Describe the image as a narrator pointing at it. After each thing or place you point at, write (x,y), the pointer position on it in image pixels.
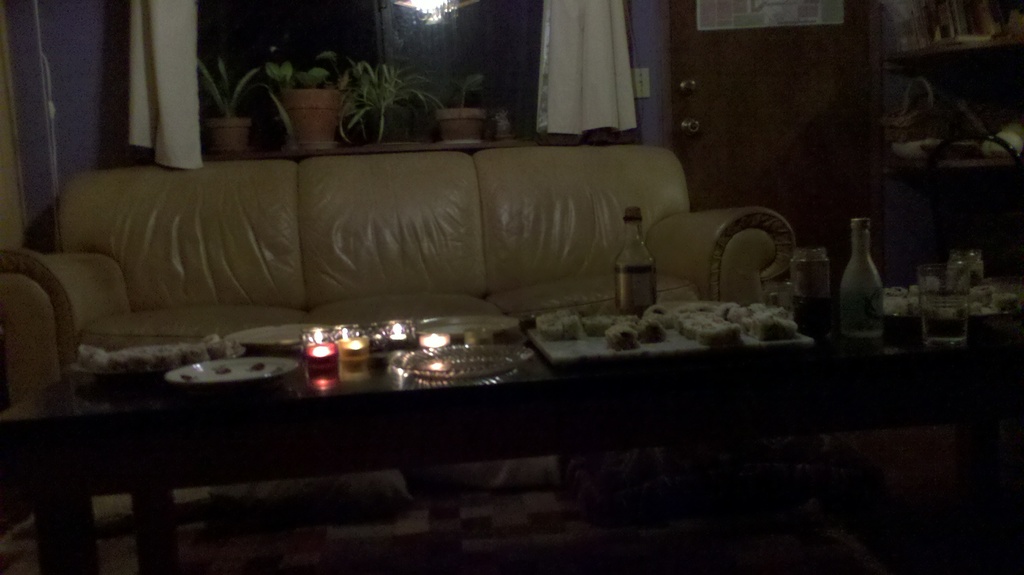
In this image there is a couch (276,310). On table (230,388) there are plates (251,375), candle (324,351), bottle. At the background (345,108) there is a flower pot (315,89), curtain (607,75) and a door (807,114).
